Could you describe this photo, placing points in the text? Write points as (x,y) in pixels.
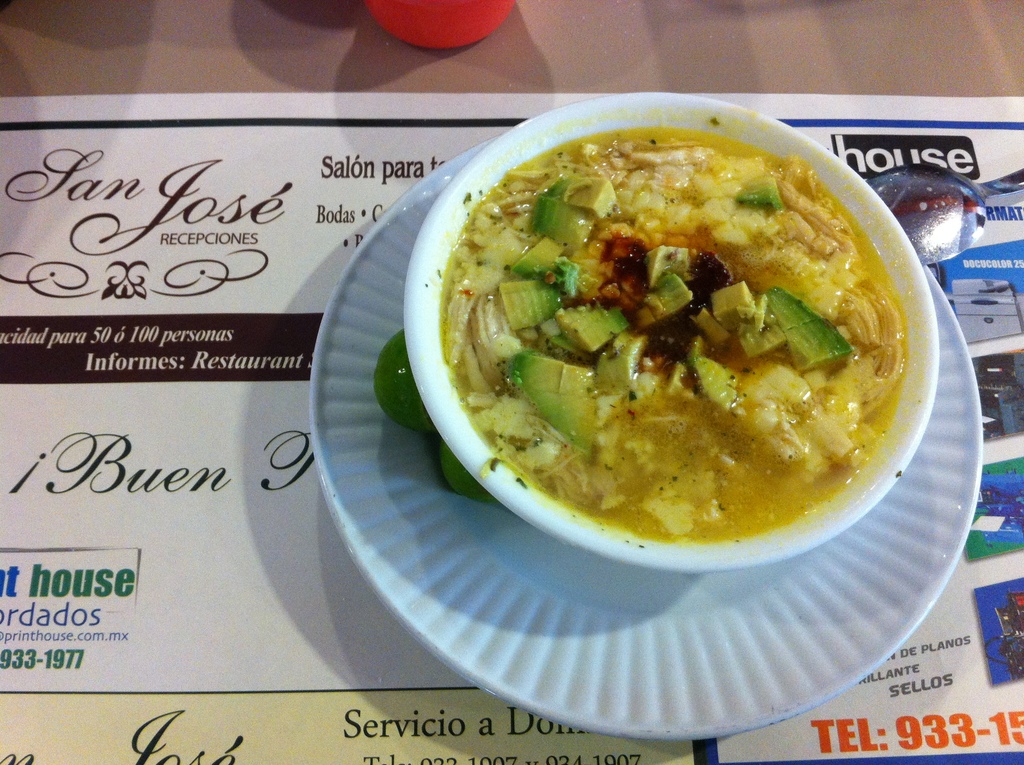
In this image we can see a soup (453,324) on the plate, and at the top right hand corner (1015,178) there is a spoon (964,244).
